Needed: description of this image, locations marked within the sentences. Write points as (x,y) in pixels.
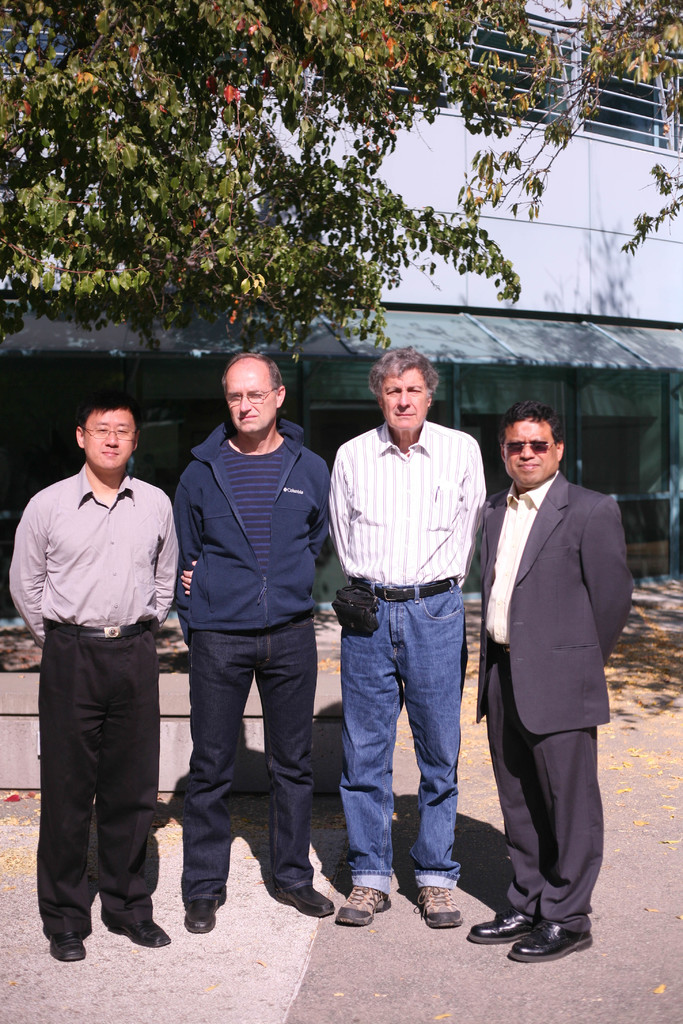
In this image there are people (414,693) standing on the road (674,664). Behind them there is a building (446,319) and trees (331,103). Right side (550,604) there is a person (550,593) wearing a blazer (550,564) and goggles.
